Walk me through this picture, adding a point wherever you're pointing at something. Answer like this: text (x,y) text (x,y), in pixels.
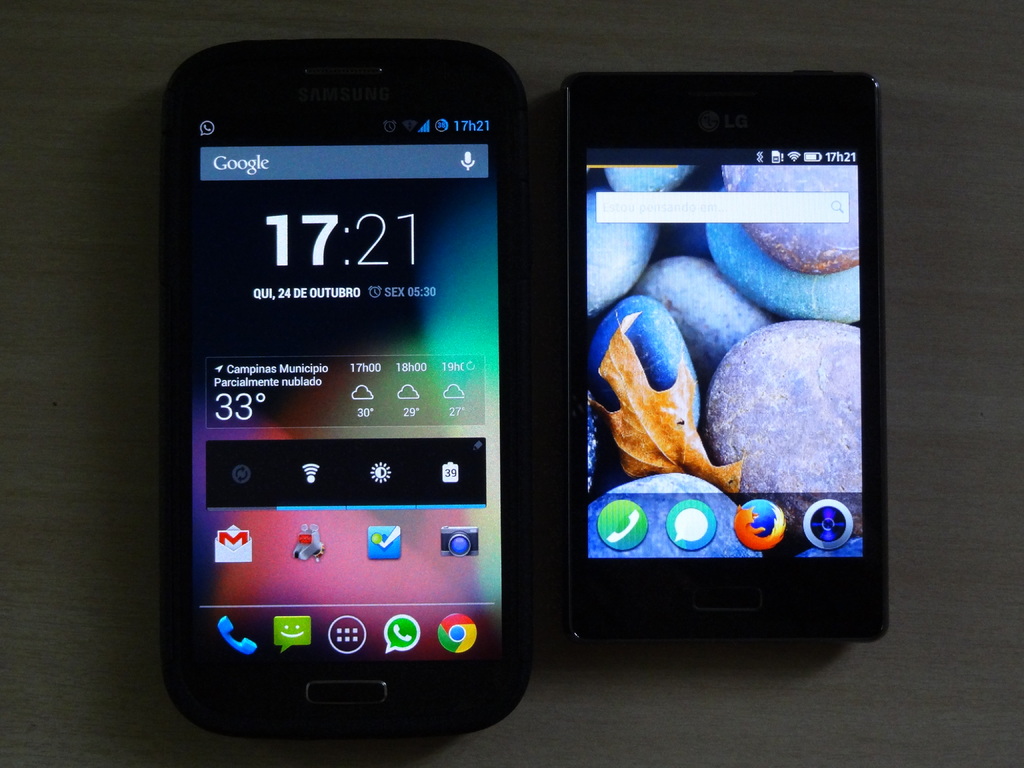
In this image there are two mobile phones (263,394). There are icons (696,521) on the mobile phone (390,469). To the left (333,413) on the screen (294,376) of the mobile phone (292,219) there are text (292,374), time (341,266) and temperature (411,409) are displayed. To the right (690,354) on the screen (685,319) of the mobile phone (731,422) there are images (764,281) of pebbles (753,314) and a leaf (660,400).
